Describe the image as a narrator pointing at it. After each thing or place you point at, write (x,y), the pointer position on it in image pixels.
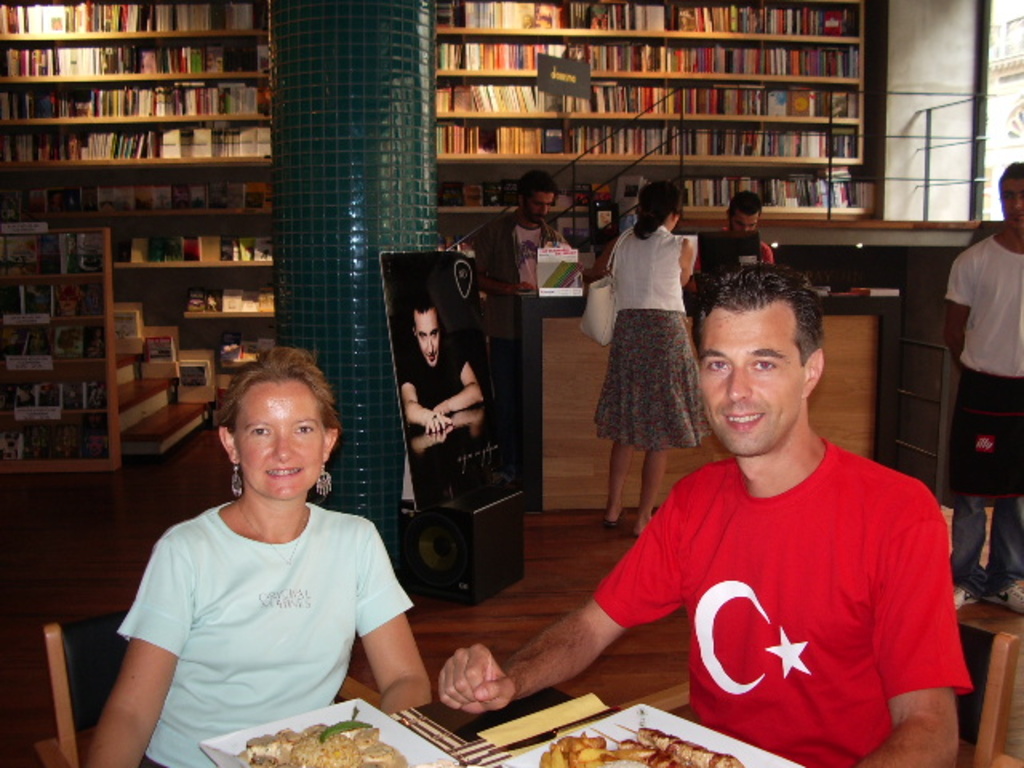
Front these two people (306,581) are sitting on chairs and smiling. On this table (234,766) there are plates (613,722), paper (557,727) and food (298,745). Background (613,30) there are racks (214,211), people (657,220), steps (160,414), boards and table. These racks (61,219) are filled with books (243,188). Beside this pillar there is a hoarding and speaker (477,510). This is wooden floor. In-between of these people (602,277) there is a table (559,304), on this table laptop (703,238) and things (542,256). This woman (663,280) wore a bag (604,338).
